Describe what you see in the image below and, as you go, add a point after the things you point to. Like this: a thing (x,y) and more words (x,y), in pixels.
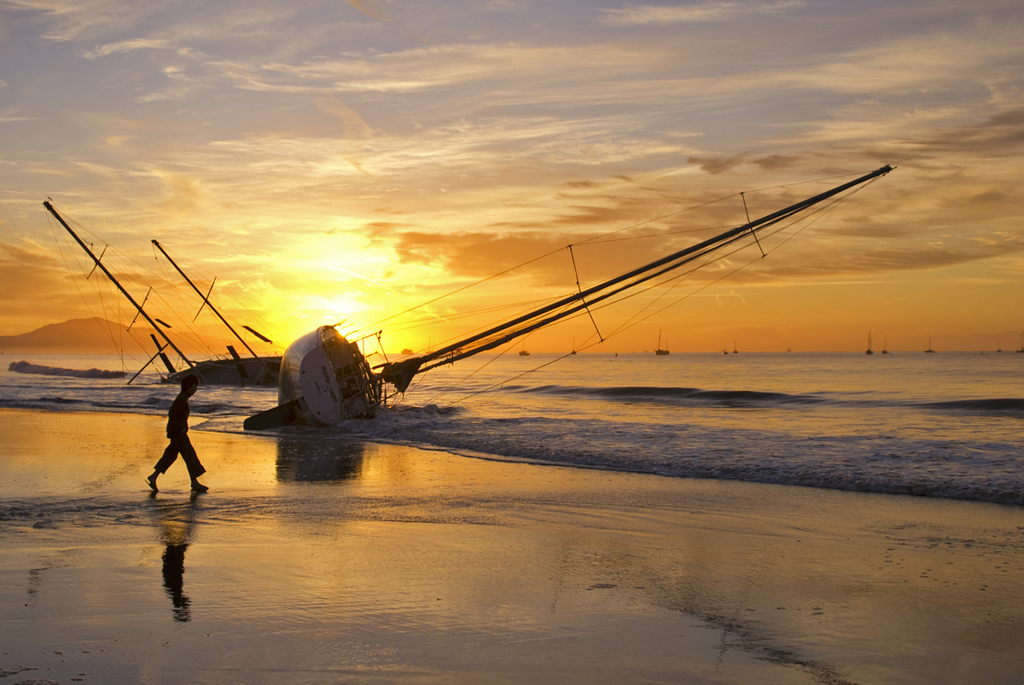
Here is a person (170,436) walking. This looks like a seashore (540,524). I think this is a small ship (368,389). I think this ship (312,385) is broken. This is a sea (623,389). In the background (664,351), I think these are the boats (789,352) on the water (814,354). These are the clouds (405,294) and the sun (354,301) in the sky (386,233).
